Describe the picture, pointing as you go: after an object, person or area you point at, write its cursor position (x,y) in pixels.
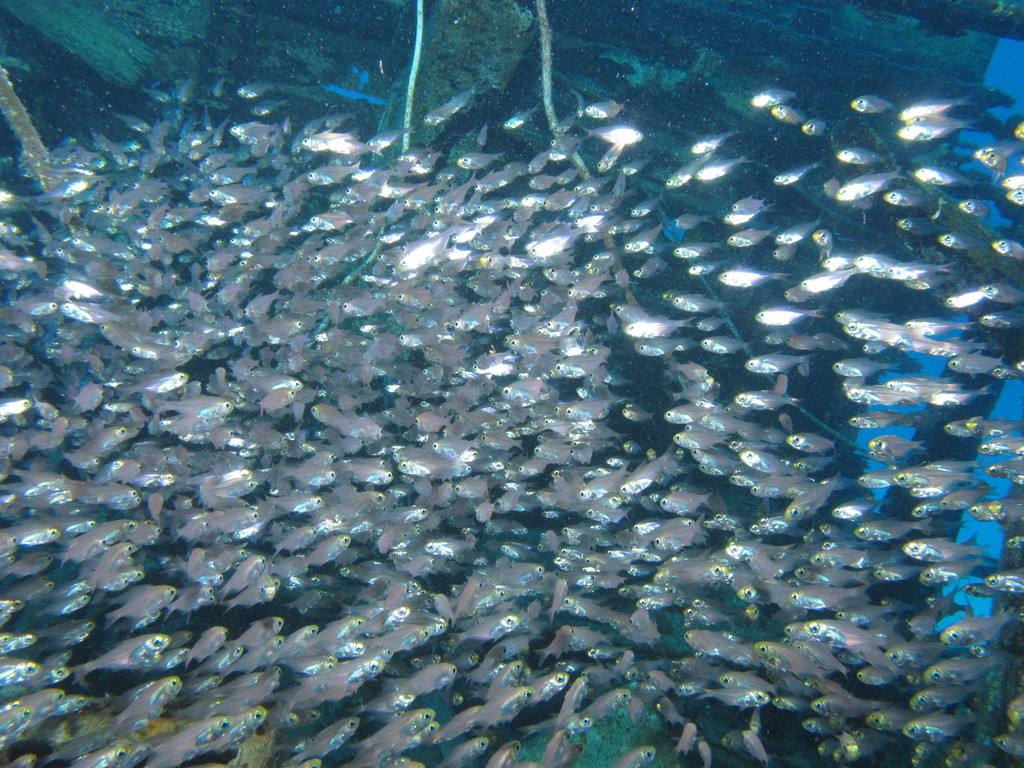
In this picture we can see there are fishes (450,379) in the water (340,94). Behind the fishes (377,297) those are looking like wooden objects (616,47) and ropes (418,34).
